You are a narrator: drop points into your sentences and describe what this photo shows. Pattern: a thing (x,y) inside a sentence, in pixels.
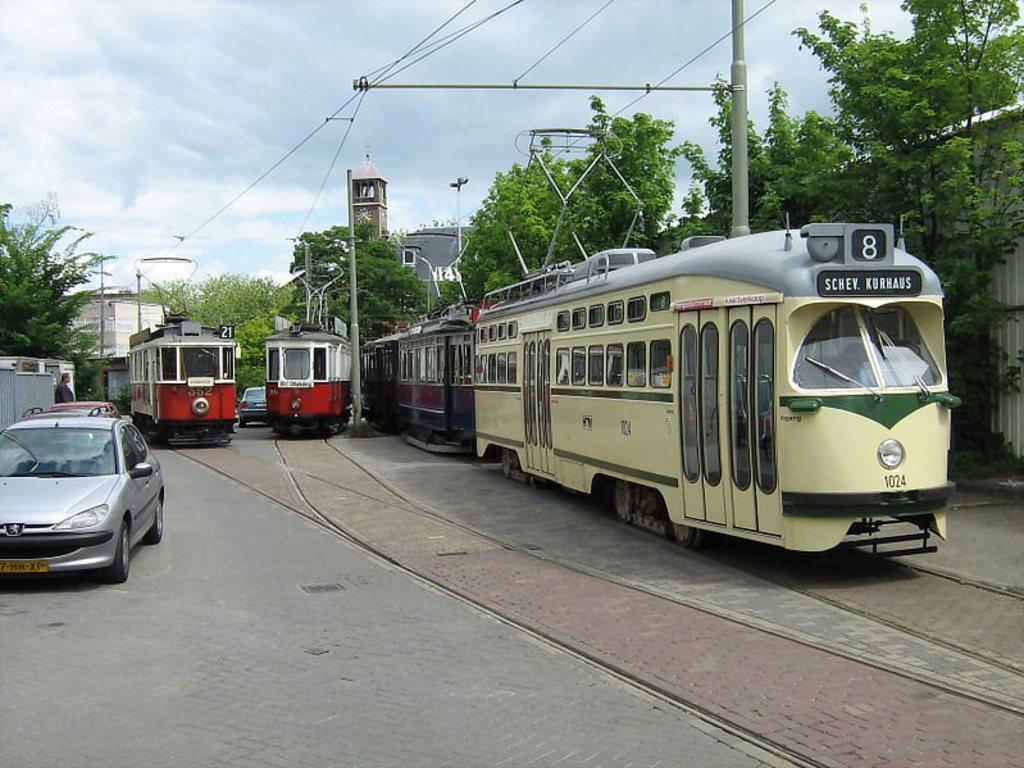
In this image, we can see some vehicles (84,547) and trains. We can see the ground (254,563) and a person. We can also see the wall (40,398). There are a few buildings (104,309) and trees (842,184). We can also see some poles (101,288) with wires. We can see the sky (142,30) with clouds (122,265).
